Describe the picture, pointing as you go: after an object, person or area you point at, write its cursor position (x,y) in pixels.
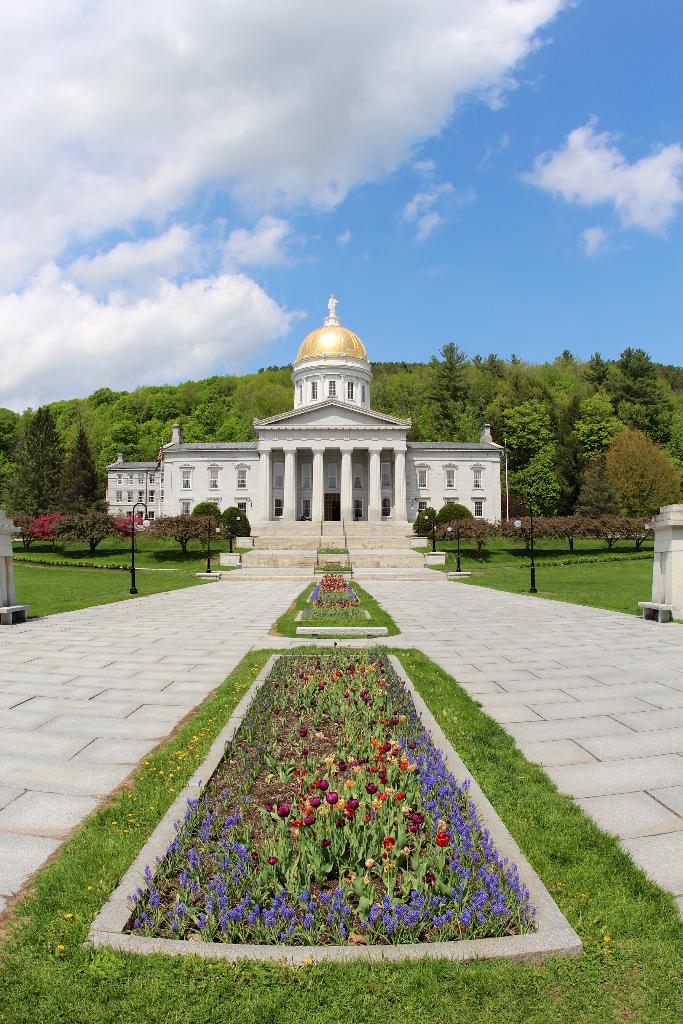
In this picture we can see a beautiful view of the white house building (305,347) with golden dome (340,350). In the front (305,853) we can see small flower lawn (379,771) and on both the side there is a cobble stones (419,617). Behind we can see huge trees (649,386).
